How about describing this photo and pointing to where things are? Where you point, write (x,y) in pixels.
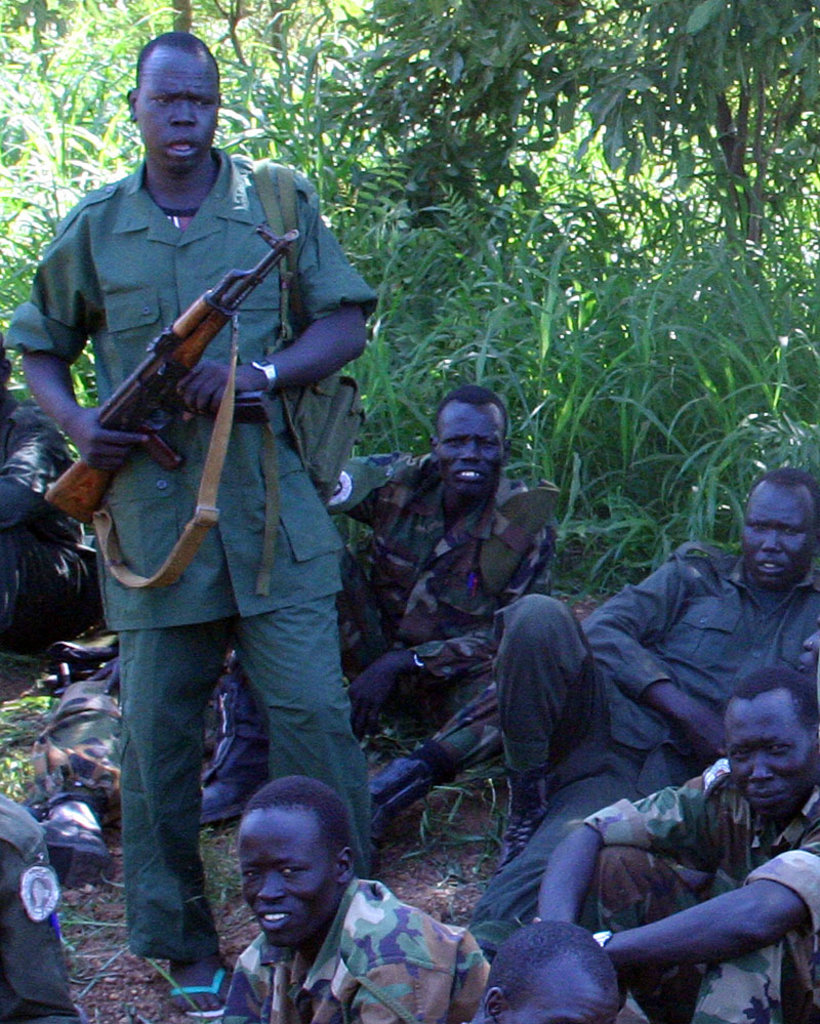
This picture is clicked outside. On the left (167,151) there is a person (166,193) wearing a shirt (166,263), holding a rifle (201,310), wearing a sling bag (333,379) and standing on the ground (499,840) and we can see the group of persons (528,706) wearing uniforms (451,950) and sitting on the ground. In the background (441,113) we can see the grass (598,330) and trees (515,81).
